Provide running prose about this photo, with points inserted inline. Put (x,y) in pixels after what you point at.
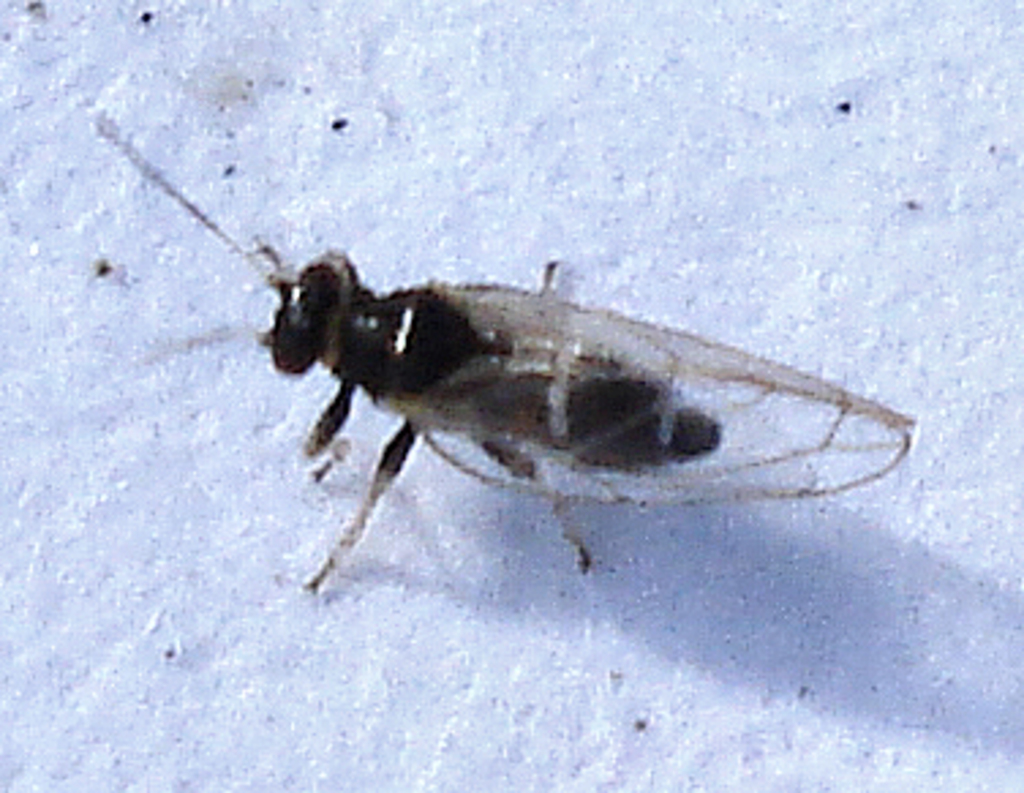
In the center of the image (502,405) a small insect (502,405) is present.
